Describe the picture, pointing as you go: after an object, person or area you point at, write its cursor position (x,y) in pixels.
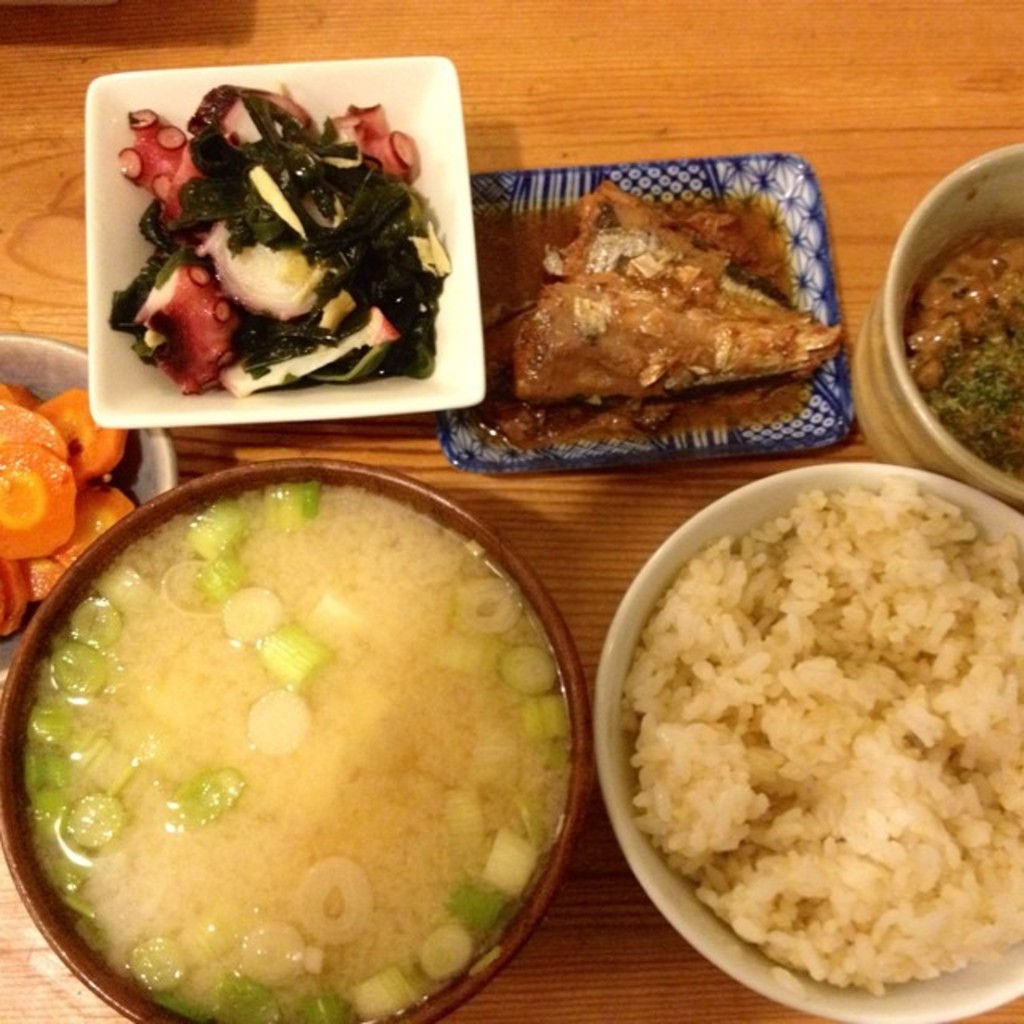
As we can see in the image there is a table (535,965). On table (117,58) there are bowls (98,145). In bowls (176,87) there are different types of food items (220,201).
